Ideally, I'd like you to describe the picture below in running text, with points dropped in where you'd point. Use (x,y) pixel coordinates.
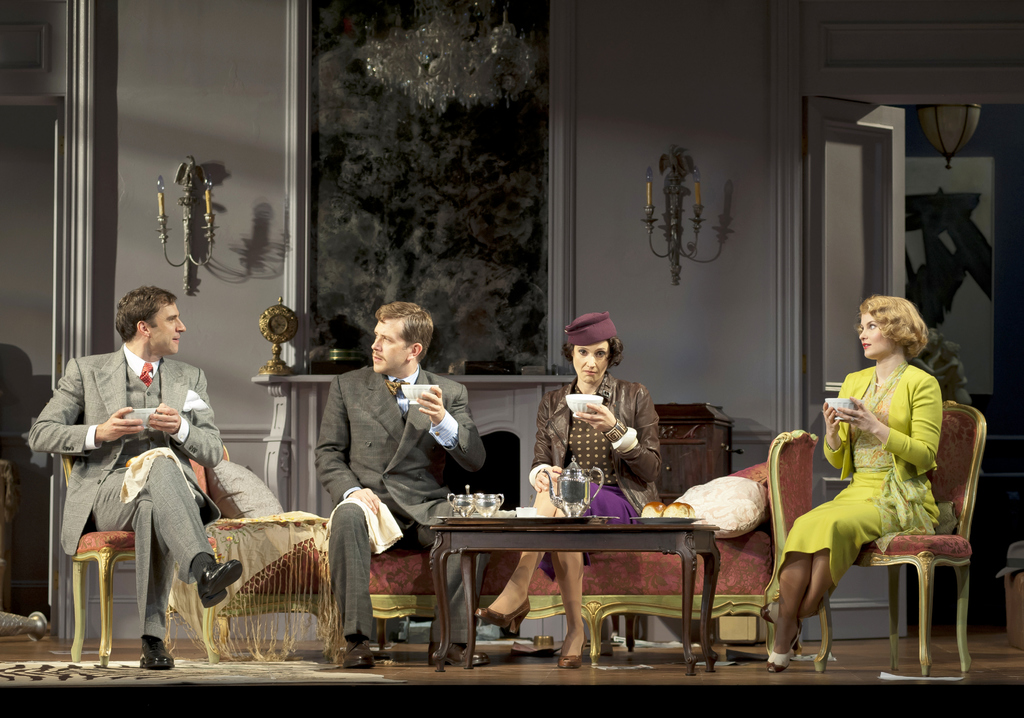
A person (118,444) wearing a coat (109,458) and holding a cup (148,422) is sitting on a chair (99,545). A person (417,467) holding a cup (424,385) and a towel (386,518) and a lady (578,423) wearing a cap (594,337) and holding a cup (577,401) is sitting on a sofa (736,547). On the sofa (762,463) there is a pillow (746,480). Another lady (845,478) is holding a cup (839,399) and sitting on chair (929,554). In front of them there is a table (648,535). On the table (546,530) there is a jug (563,474) and some other vessels (484,503). In the background (717,97) there is a wall (209,97). On the wall (197,199) there are two lamps (184,202), also there is a painting (471,159) and a chandelier (467,28). Also there is a door (894,237). And there is a cupboard (268,380). On the cupboard (310,405) some decorative item (272,343) kept.
